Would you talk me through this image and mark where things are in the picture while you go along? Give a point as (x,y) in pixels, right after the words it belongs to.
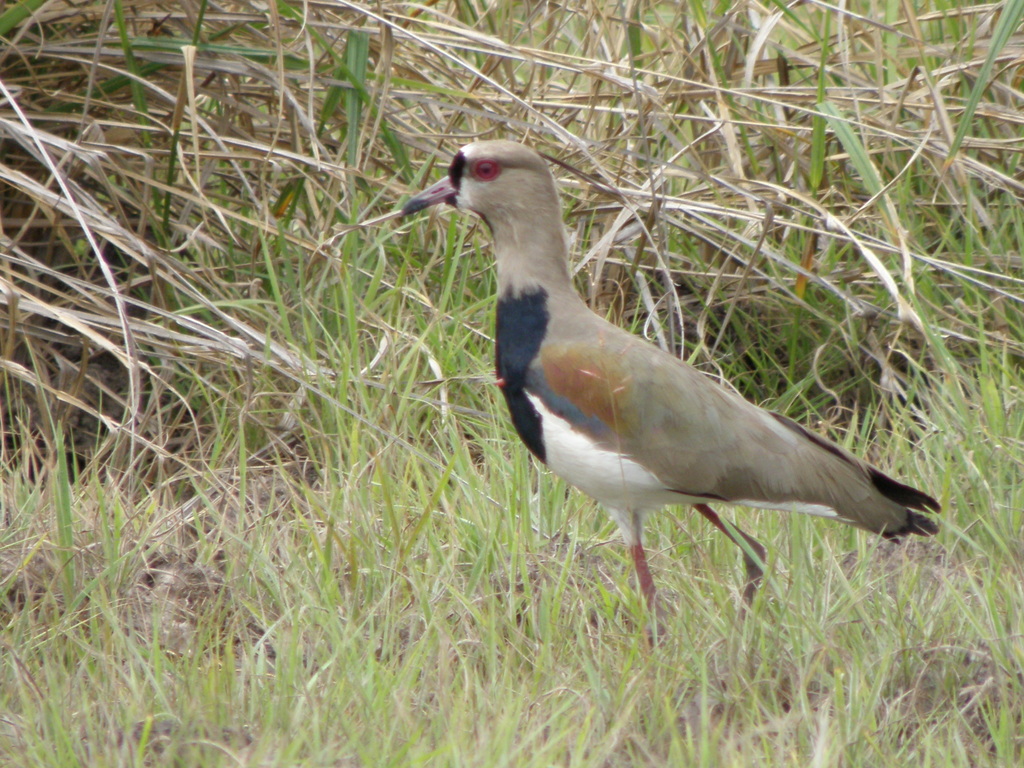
In this image we can see the bird (745,590) on the ground (188,551). And there are plants (623,86).
